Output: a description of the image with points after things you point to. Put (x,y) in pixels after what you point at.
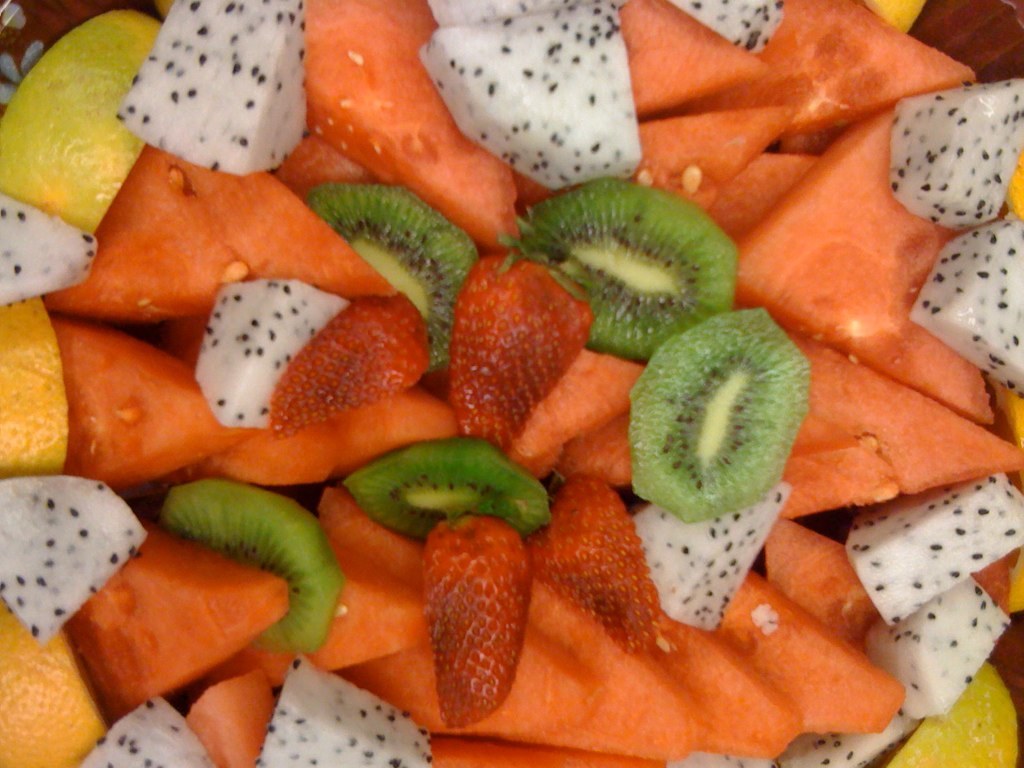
In this picture we can see different types of fruits (502,390).
